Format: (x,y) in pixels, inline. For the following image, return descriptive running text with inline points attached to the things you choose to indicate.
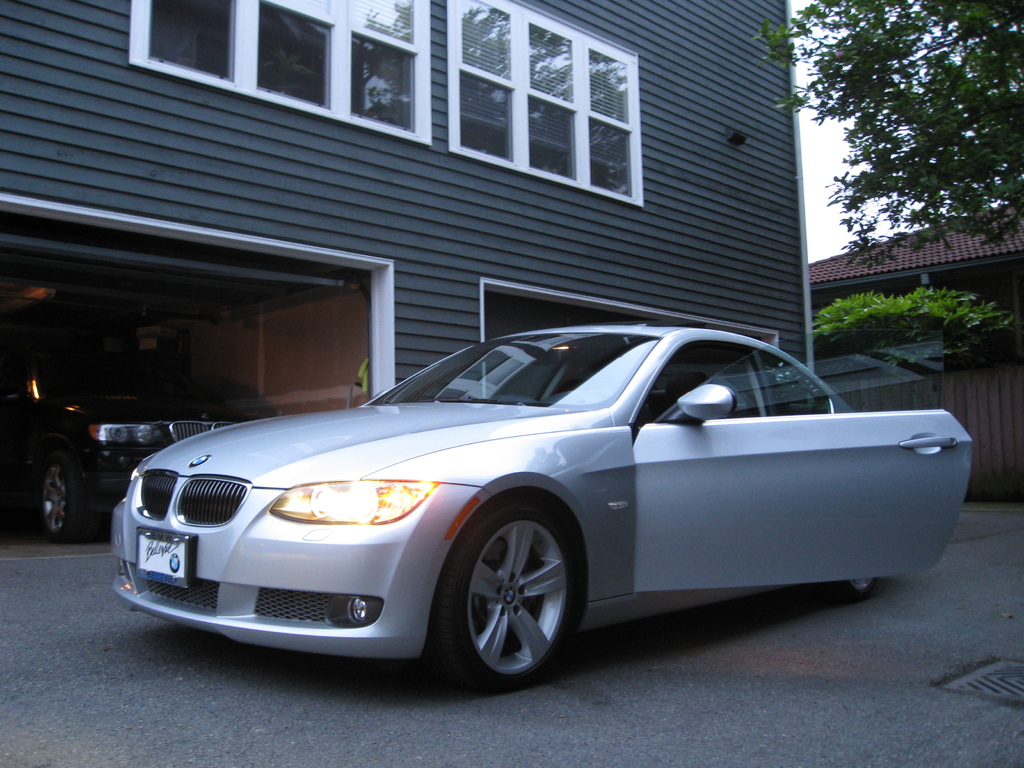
In this image we can see a car (654,608) on the road (703,669). In the background of the image (777,261) there are houses (617,210), trees (1012,222), sky (829,148).
